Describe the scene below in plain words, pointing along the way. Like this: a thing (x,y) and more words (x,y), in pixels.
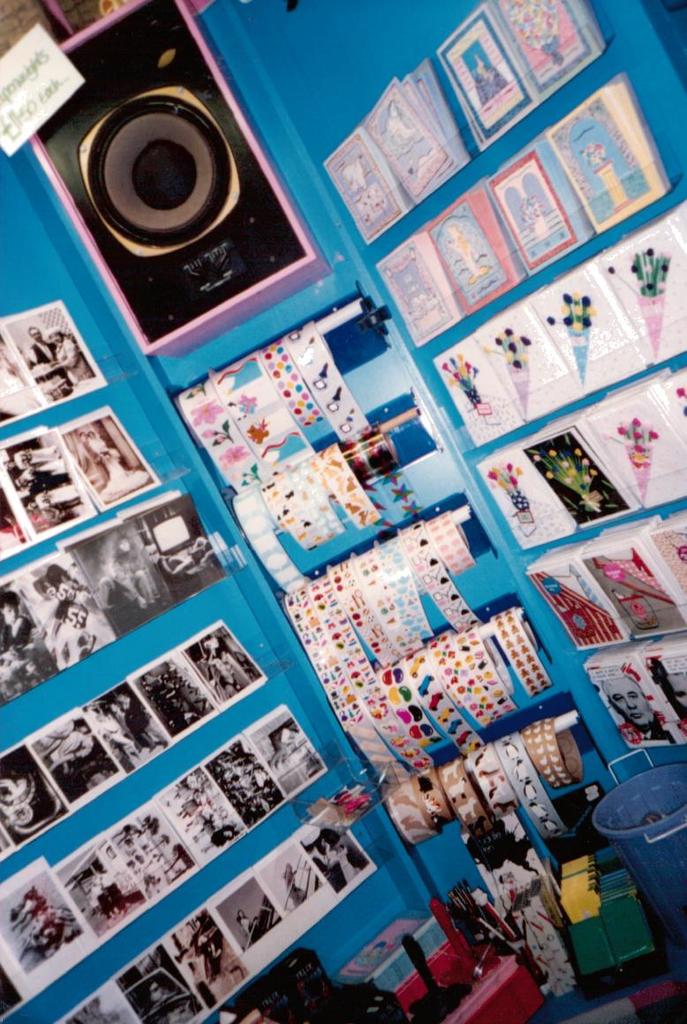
The picture is taken in a room (95,399). In this picture on the wall (64,851) there are greeting cards (487,357), photographs (205,652), stickers (376,574) and a speaker (226,278). At the bottom (475,938) there are pens (483,912), boxes (574,898) and other objects (657,808). The wall (278,107) is painted blue.
